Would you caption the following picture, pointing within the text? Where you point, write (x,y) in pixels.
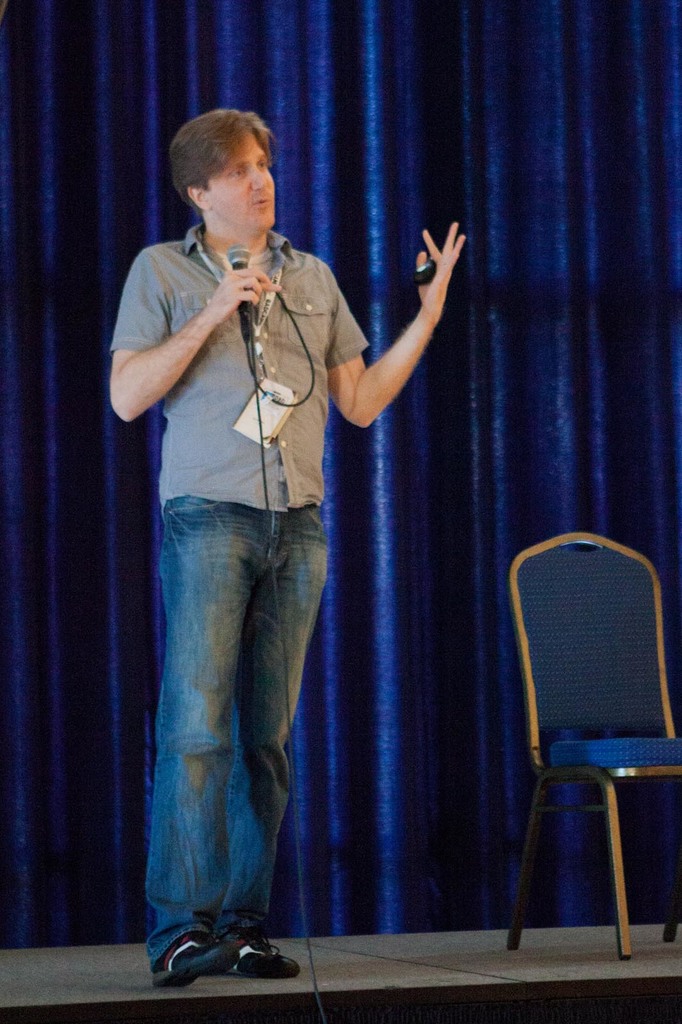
In this image there is a man (269,461) standing and talking in a microphone (265,485), and at the background (505,872) there are chair (514,914), curtain (493,374).
